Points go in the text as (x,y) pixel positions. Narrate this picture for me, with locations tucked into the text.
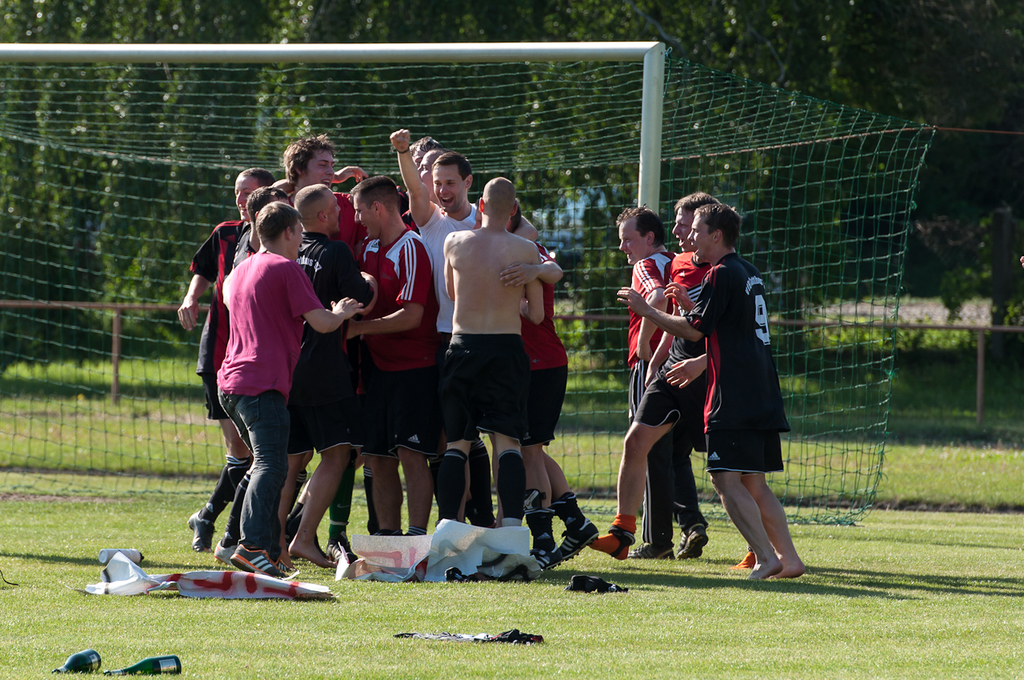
In the middle of this image (633,443), there are persons (774,438) in different color shorts (436,430), celebrating on the ground (776,588), on which there is grass (727,581), there are banners (122,590), bottles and clothes (624,590). In the background (83,111), there is a net (789,208), there are trees (934,76), plants (235,83) and grass (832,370) on the ground (191,454).
